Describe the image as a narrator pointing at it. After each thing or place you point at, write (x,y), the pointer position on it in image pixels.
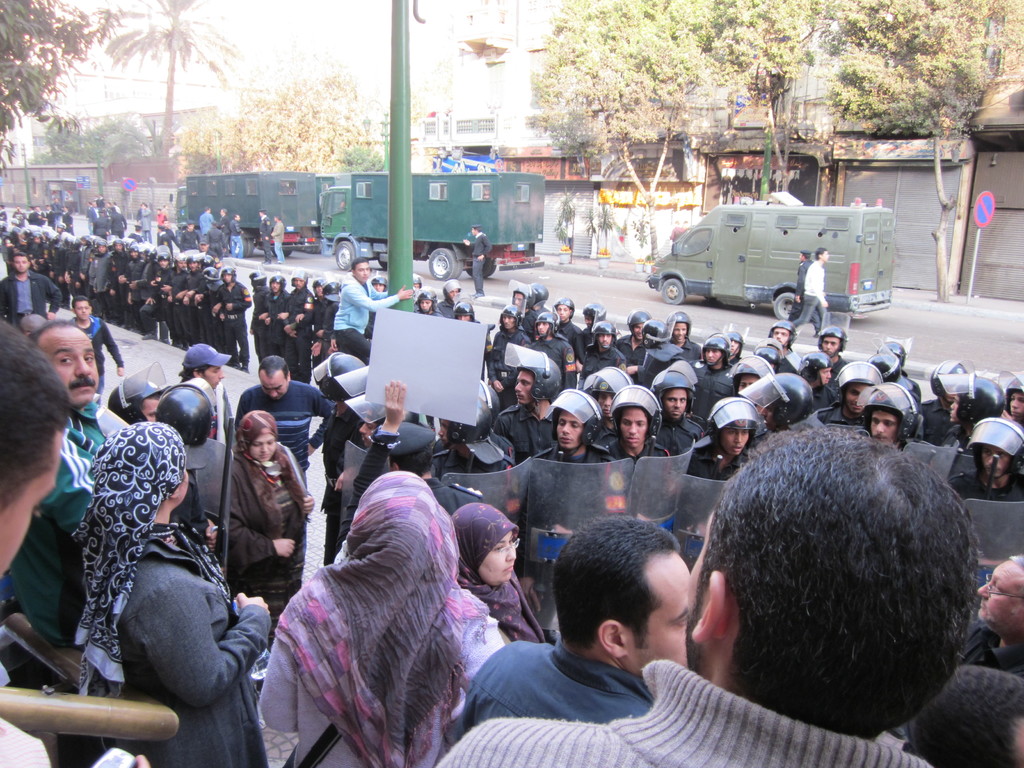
In this image there are a group of people (410,528) some of them are holding some placards (410,391), and some of them are wearing helmets (667,333) and holding some boards (560,499). And in the background (100,226) there are some vehicles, and some people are walking. And there is a pavement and there are some buildings (935,212), trees (937,177), poles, boards (541,164), plants (567,199) and some objects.
